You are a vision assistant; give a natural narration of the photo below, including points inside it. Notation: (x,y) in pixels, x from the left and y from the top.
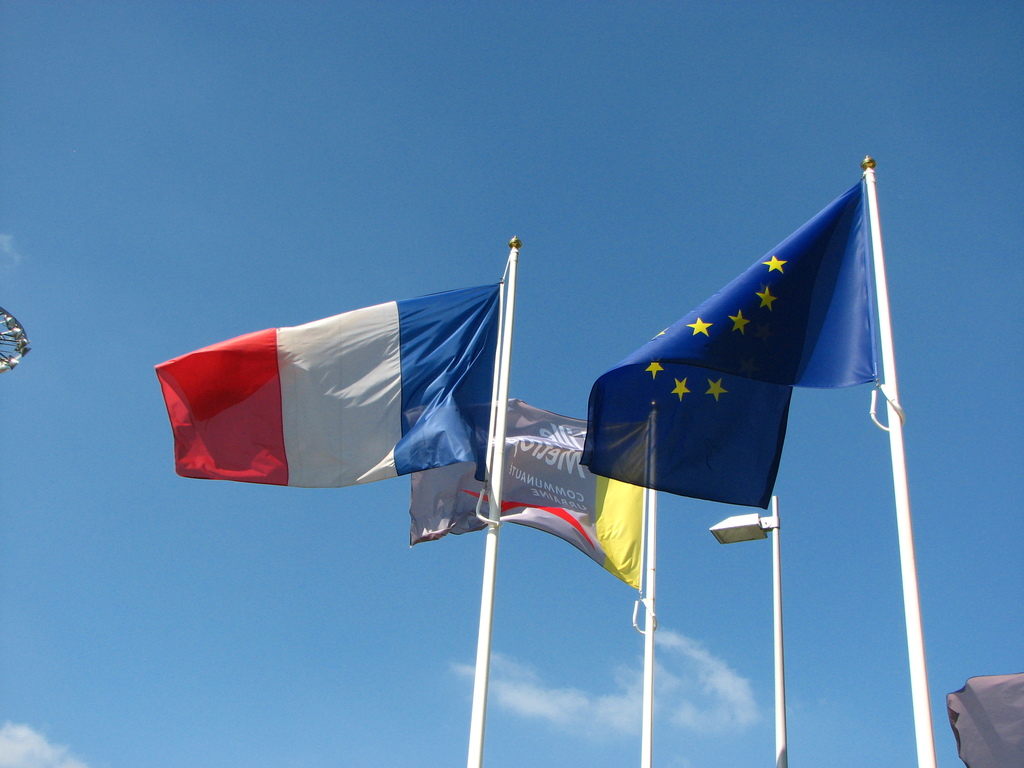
In this image we can see flags (569,461), poles (888,344) and a light (732,533). In the background (468,616), we can see the sky (933,518). There is an object (996,724) in the right bottom of the image (978,738). We can see one more object (11,344) on the left side of the image (9,344).
